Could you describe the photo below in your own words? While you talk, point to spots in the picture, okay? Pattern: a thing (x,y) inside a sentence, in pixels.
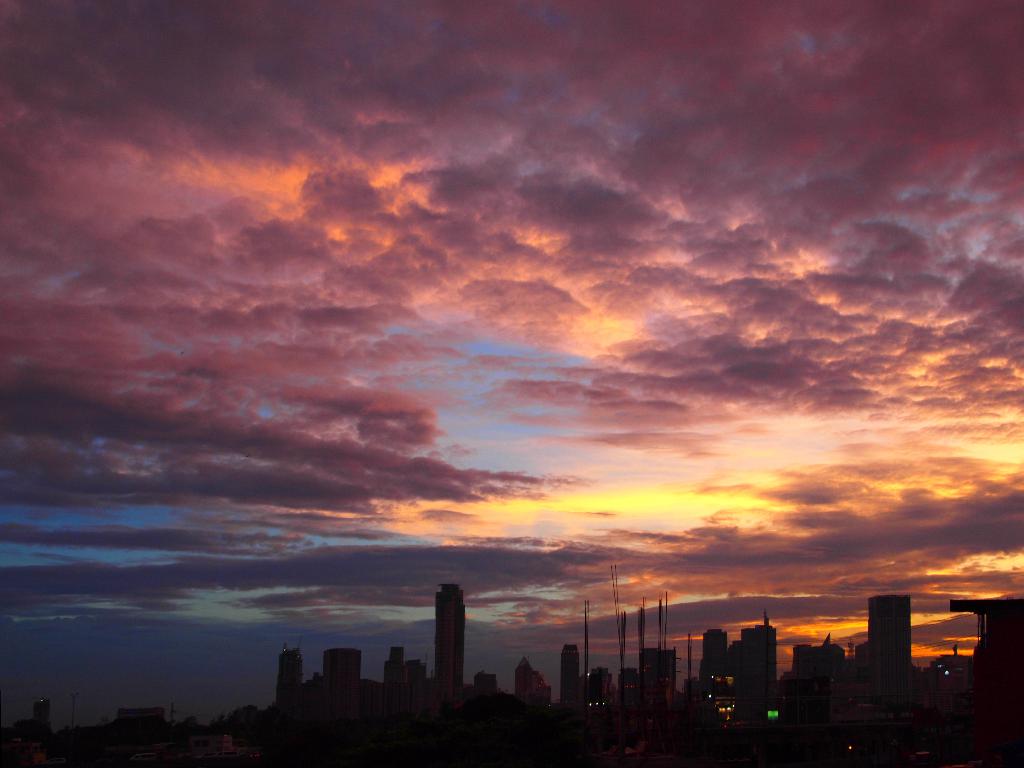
As we can see in the image there is the scene of sunset where all the clouds (151,247) in the sky (280,578) are turned into red colour reddish yellow colour and the bottom there are lot of buildings (858,730) as its a sunset the buildings (967,669) and the area (653,757) is getting darker.
